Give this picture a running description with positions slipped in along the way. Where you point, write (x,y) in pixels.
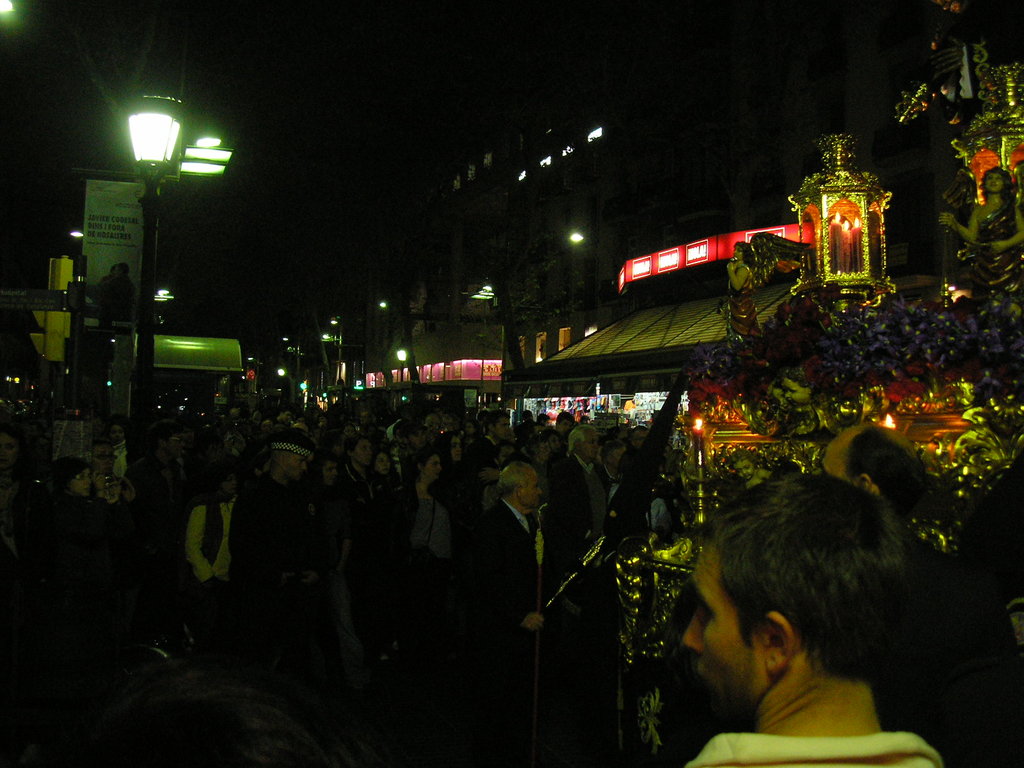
In the image we can see there are lot of people (326,523) standing and there are lot of buildings (664,215).
